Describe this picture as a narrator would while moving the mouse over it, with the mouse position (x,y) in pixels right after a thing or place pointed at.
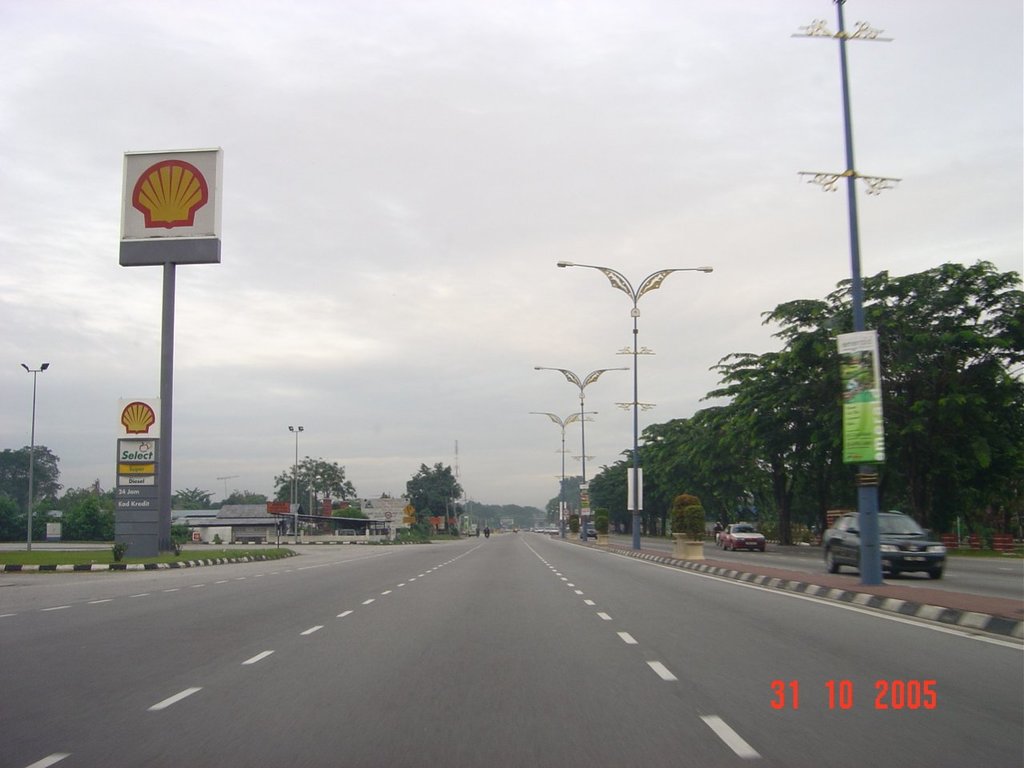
In the background (657,121) we can see the sky (522,174). In this picture we can see the vehicles (842,527) on the road (484,629). We can see trees (777,525), lights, poles (163,370), boards (203,186), plants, grass (66,559). In the bottom right corner of the picture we can see the date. In the middle portion of the picture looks like a person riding a vehicle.
